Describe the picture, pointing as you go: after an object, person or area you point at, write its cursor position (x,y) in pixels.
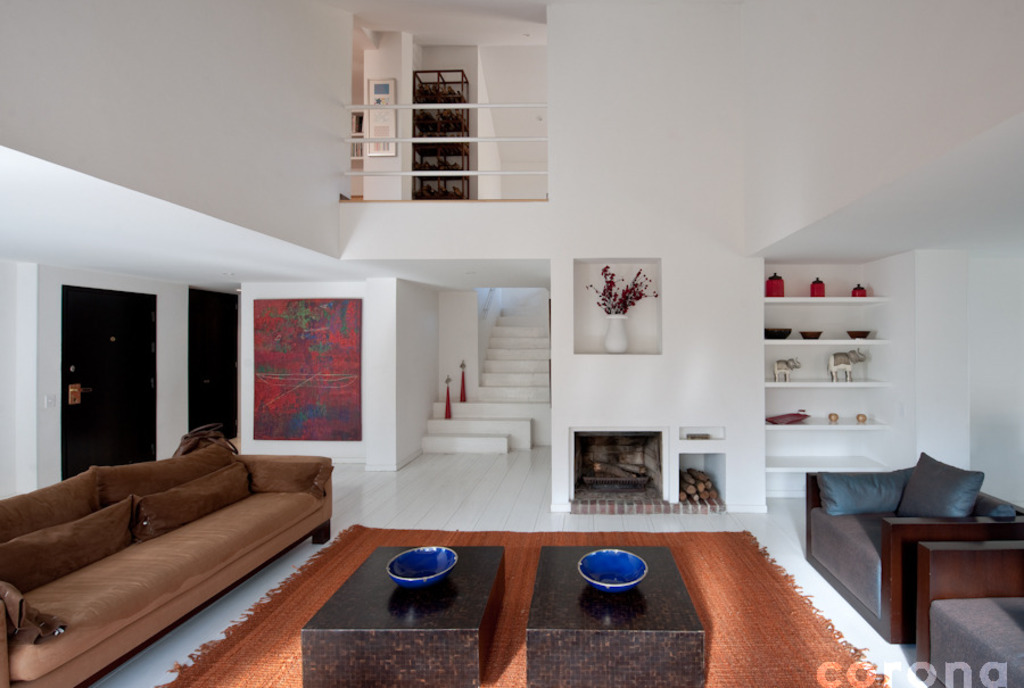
In this picture we can see the inside view of a building (450,470). These are the sofas (61,517) and there are pillows (195,488). On the background (810,161) there is a wall (668,207) and this is a flower vase (623,347). Here we can see a frame (328,309) on the wall (333,296). And there is a door (130,380). And this is floor (477,500).
